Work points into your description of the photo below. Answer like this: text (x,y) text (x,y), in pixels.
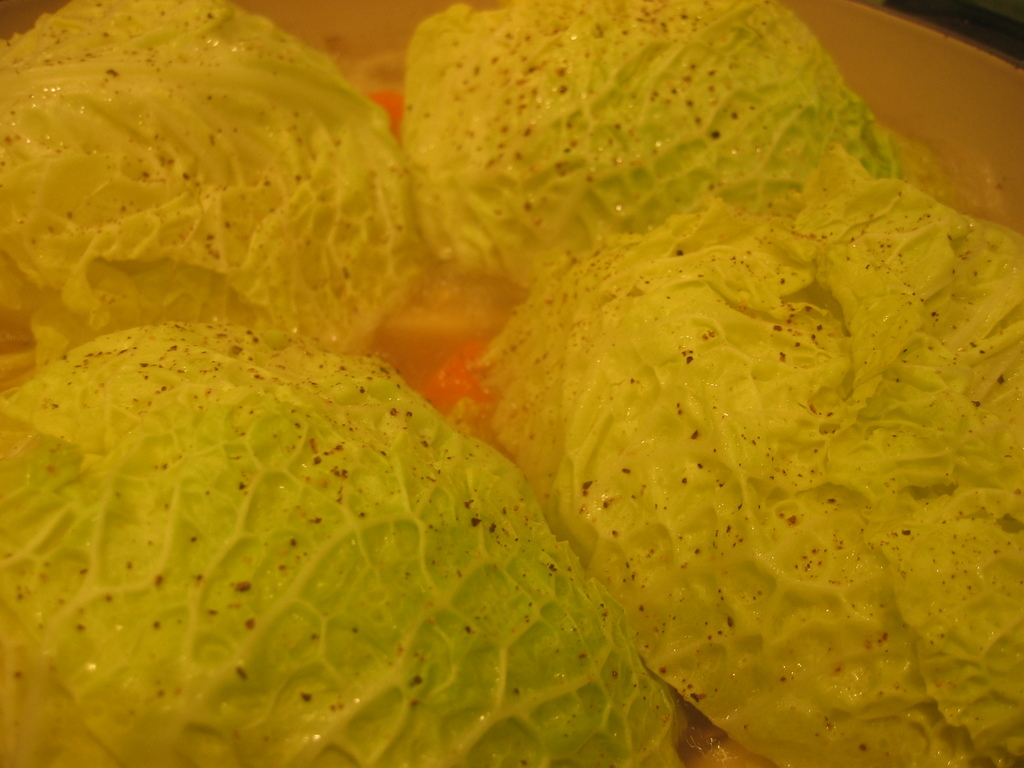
In the foreground of this image (631,630), there is a food item (718,328) in a white object (902,69).
